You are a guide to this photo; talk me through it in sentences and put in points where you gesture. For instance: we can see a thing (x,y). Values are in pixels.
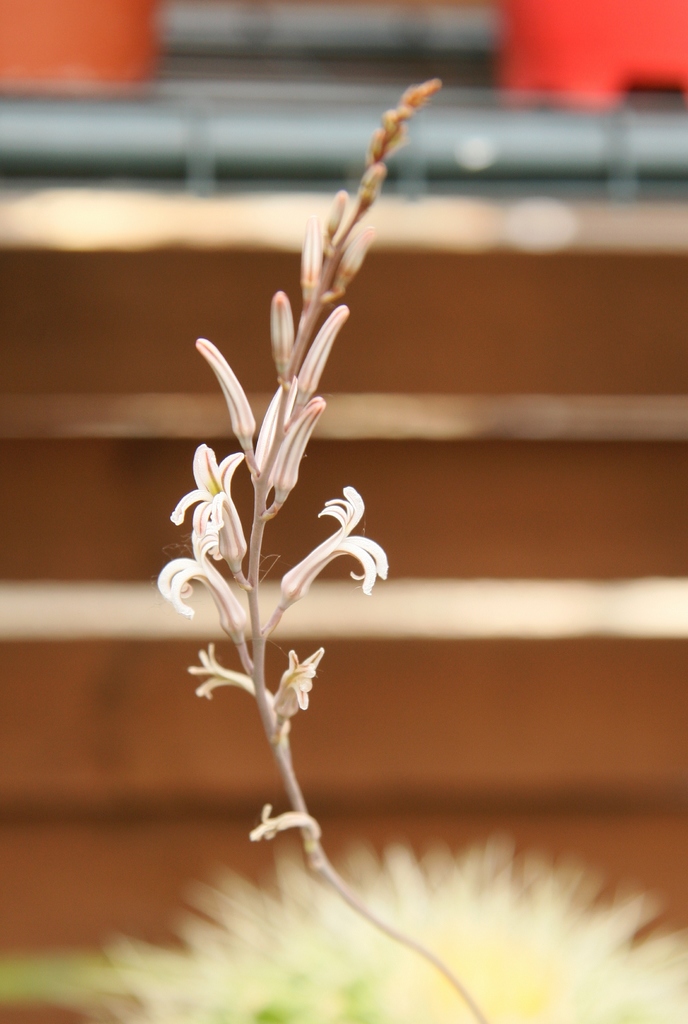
In this image we can see few flowers (232,535) and buds (322,363). The background of the image (536,413) is blurred.
